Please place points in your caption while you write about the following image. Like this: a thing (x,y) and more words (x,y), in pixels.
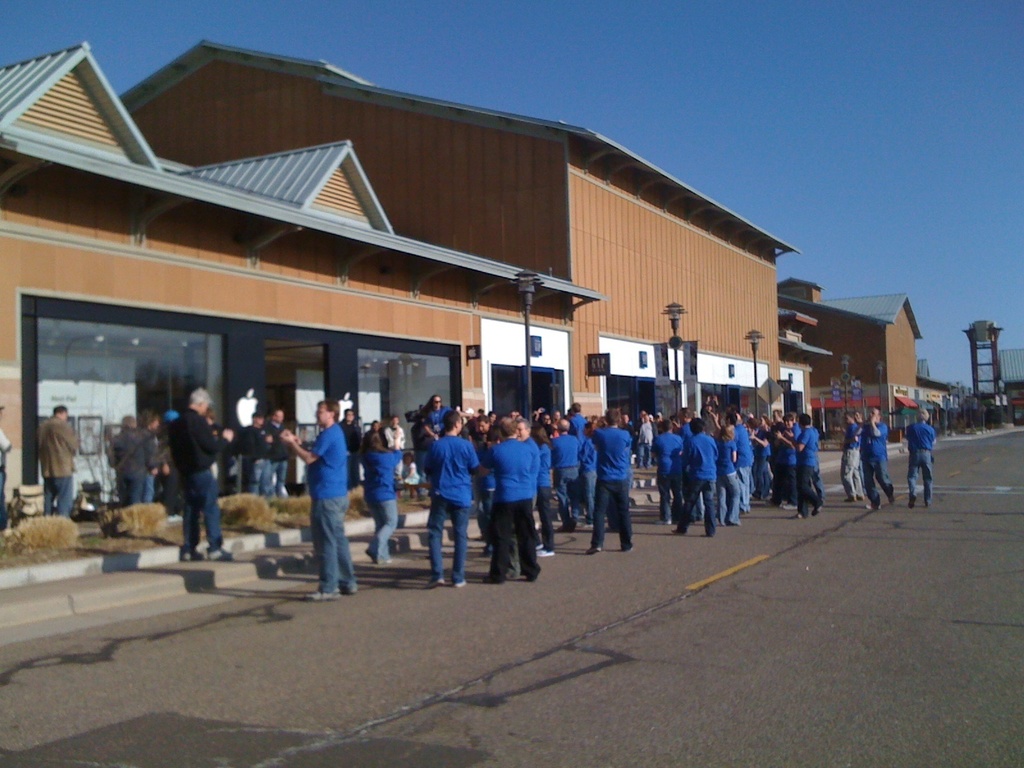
In this image I can see number of people (931,456) are standing. I can see most of them are wearing blue colour dress (316,442). In the background (485,275) I can see few buildings (443,321), streetlights (756,396) and the sky (807,139).
